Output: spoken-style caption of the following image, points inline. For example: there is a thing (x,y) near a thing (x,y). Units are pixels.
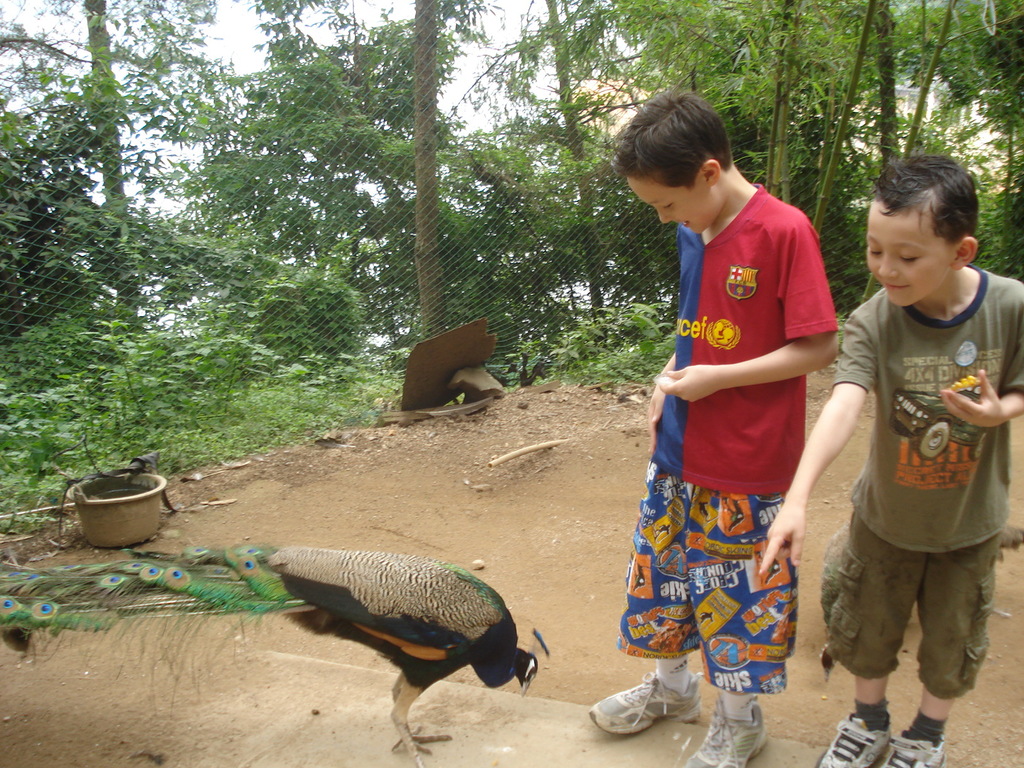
In the picture there are two boys (940,327) present, there is a peacock (418,628), beside them there is an iron fence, there are trees (254,255), there is a clear sky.
